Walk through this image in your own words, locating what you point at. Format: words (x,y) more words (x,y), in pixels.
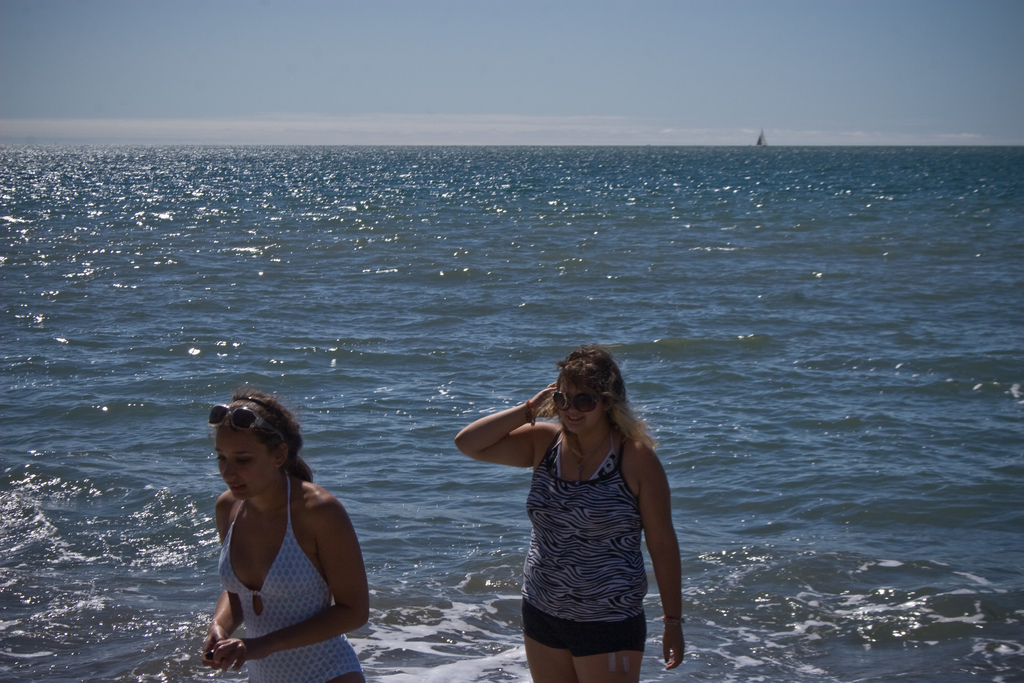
In front of the image there are two people (531,591). Behind them there is a boat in the water (458,292). In the background of the image (408,86) there is sky (388,62).
